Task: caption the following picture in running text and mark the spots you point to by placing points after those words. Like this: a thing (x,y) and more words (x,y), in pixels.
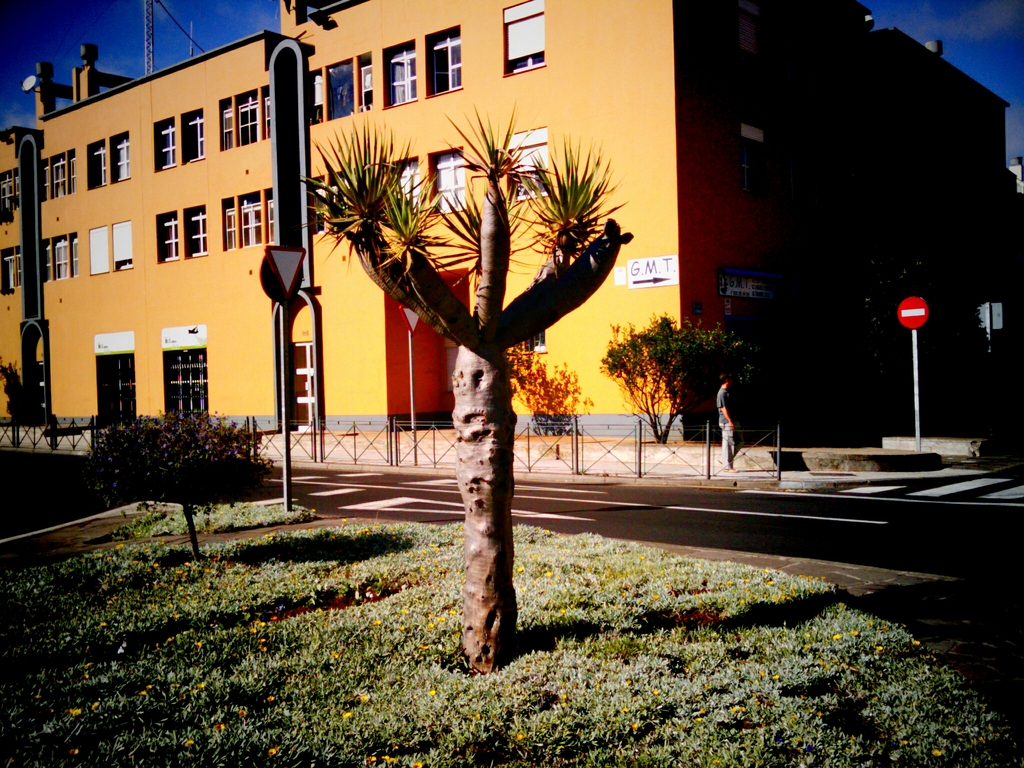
In this image there is the sky (162,45) towards the top of the image (87,26), there is a tower (148,23) towards the top of the image (145,7), there is a building (646,288), there are windows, there are doors (193,378), there is text (643,284) on the building (673,252), there are poles (285,405), there are boards (915,317), there is a fencing (557,434), there is a man (722,407) standing, there is a tree (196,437), there are plants (190,464), there is road (833,515) towards the right of the image (894,529), there are plants (564,666) towards the bottom of the image (478,679), there are flowers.
